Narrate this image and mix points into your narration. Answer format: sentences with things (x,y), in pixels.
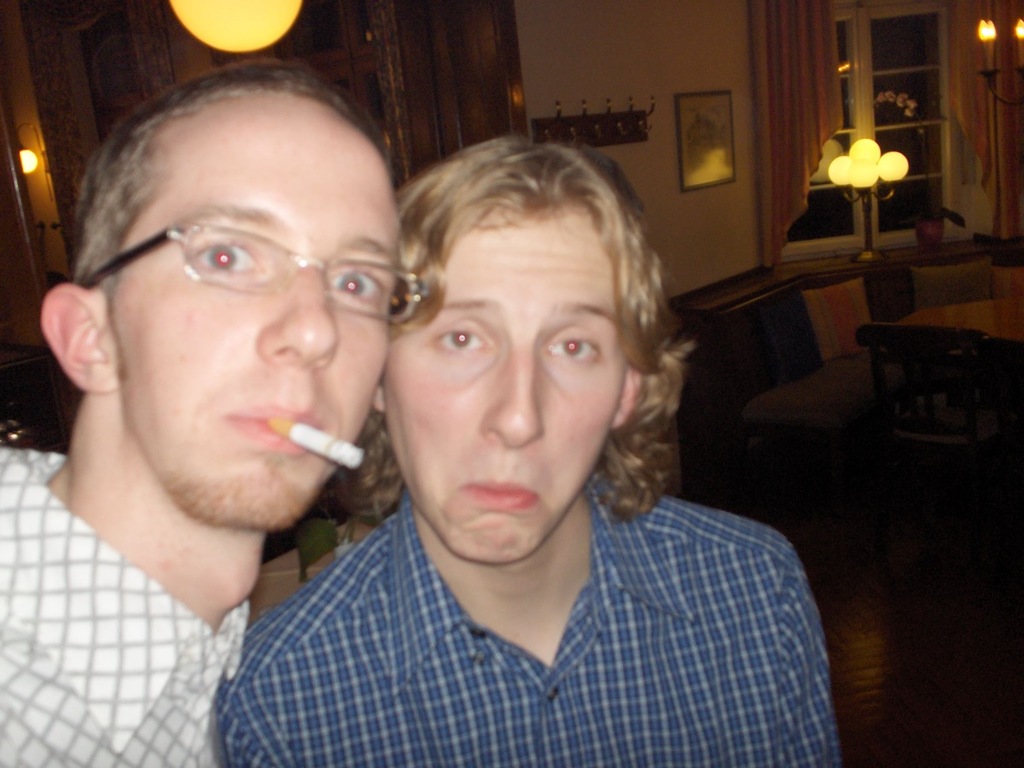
In this image there are two people (428,374) standing, one of them is placed a cigarette (298,427) in his mouth (309,435), beside them there is a sofa (770,386) with pillows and a chair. In the background (34,269) there is a wall (686,31) with a door (448,37) and a window (847,102), there is a hanger (634,129) and a frame (693,116) is hanging on the wall (678,212), behind the sofa (757,390) there are lamps (848,195).
